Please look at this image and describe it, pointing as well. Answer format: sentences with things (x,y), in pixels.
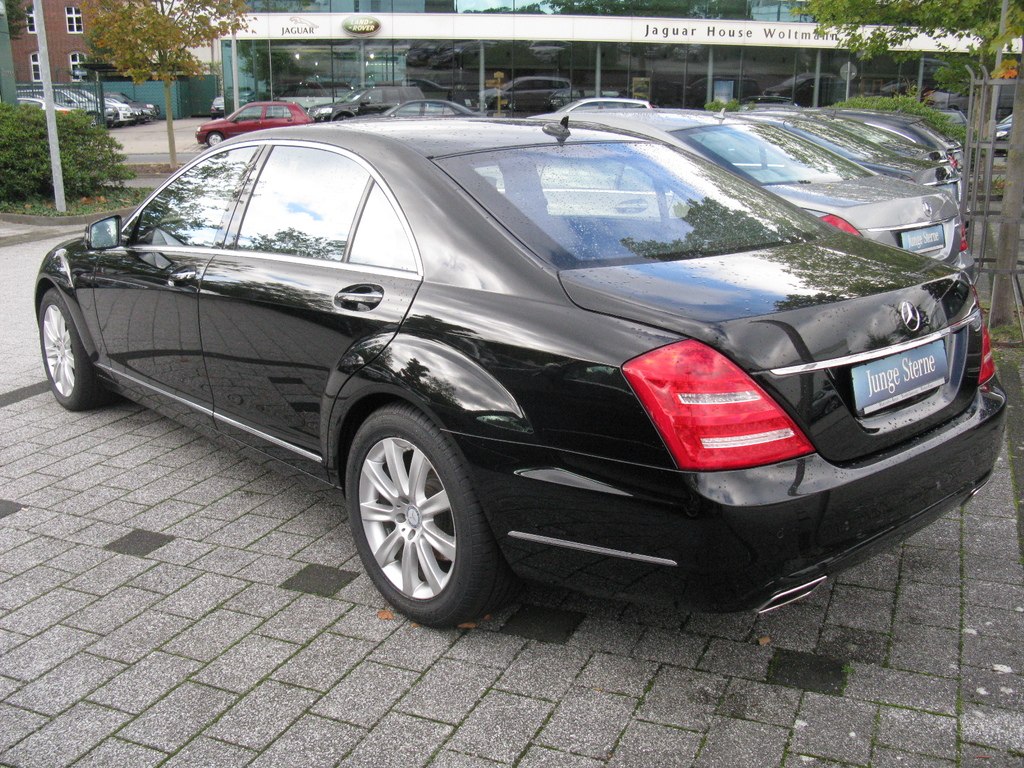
In this image I can see few vehicles (410,230) on the road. Back I can see few buildings (73,26), windows (711,11), trees (123,11) and poles (48,98).
